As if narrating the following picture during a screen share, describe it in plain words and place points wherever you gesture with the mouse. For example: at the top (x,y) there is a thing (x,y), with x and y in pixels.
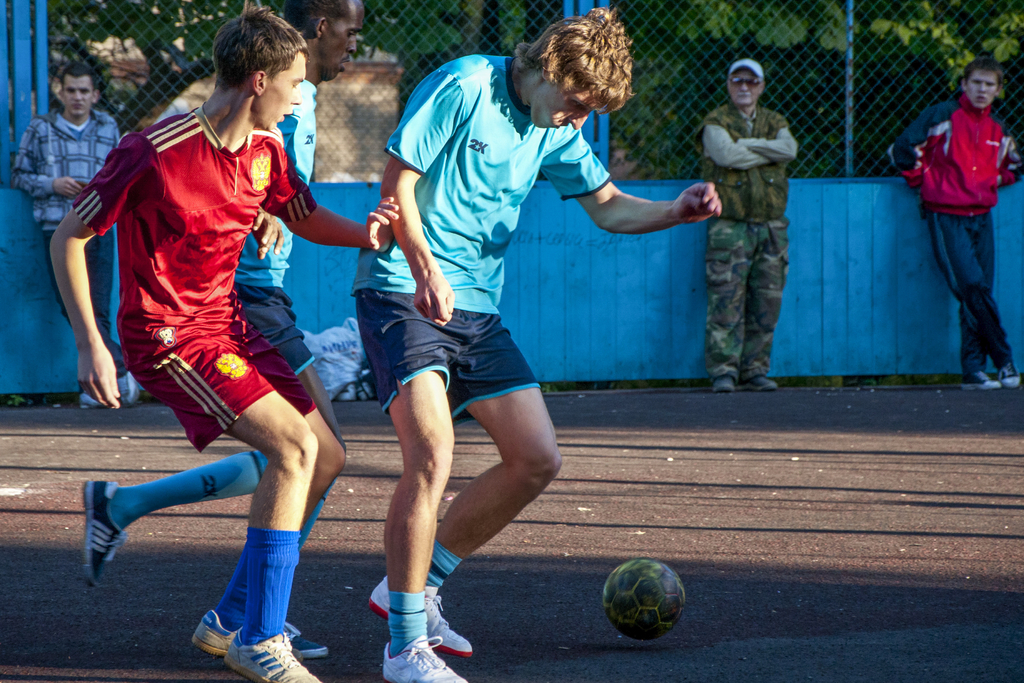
This picture describes about group of people (177,264) and few people (522,408) playing game, in front of them we can see a ball (606,590), in the background (871,135) we can find fence (632,97) and few trees (659,134).
